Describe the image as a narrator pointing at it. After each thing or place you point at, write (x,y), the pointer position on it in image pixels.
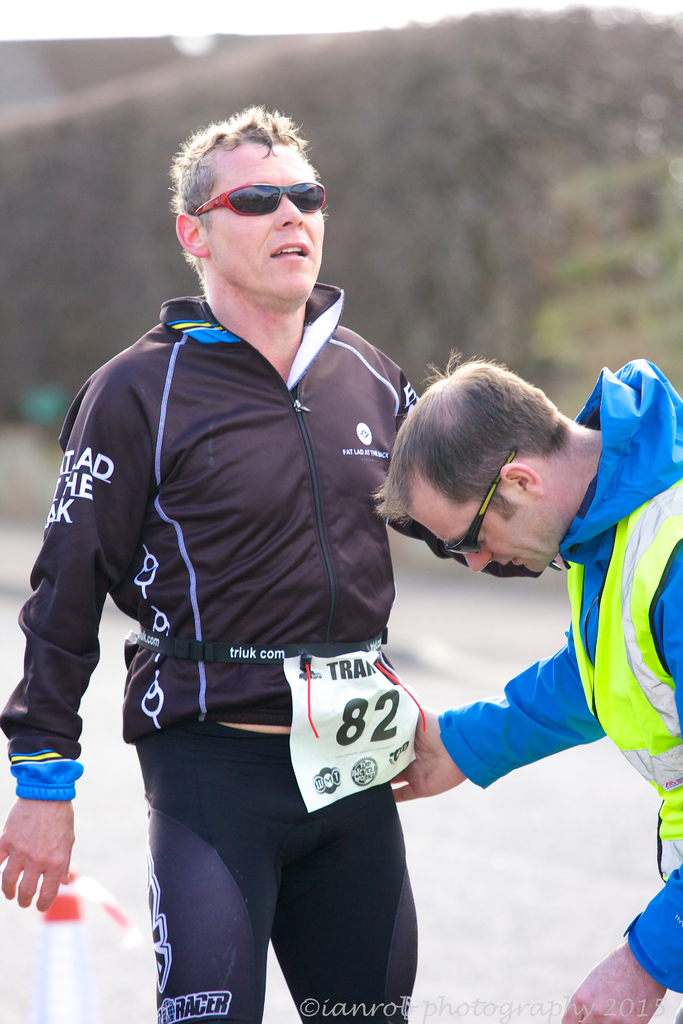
In the foreground of this image (565,750), on the right (648,728), there is a man (655,767) bending, wearing a blue and green coat (599,589). On the left (209,548), there is a man (266,591) standing in black coat (274,517) having a poster (326,704) attached to him. In the background (408,201), objects (372,131) are blurred and on the bottom (65,996), there is a safety pole (79,961).
